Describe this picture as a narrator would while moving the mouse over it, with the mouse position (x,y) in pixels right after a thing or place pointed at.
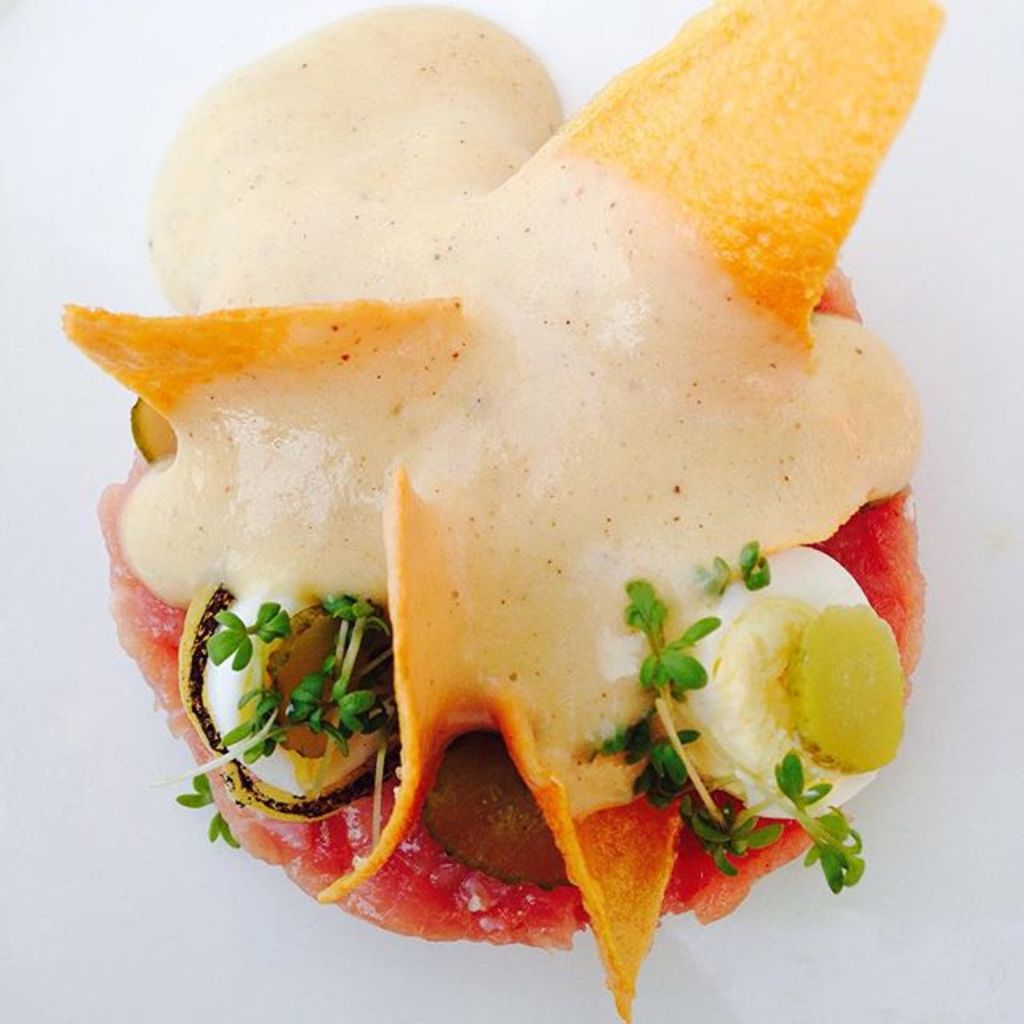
In this image I can see a food item (228,445) on a white surface (94,913). On this food (496,601) there are few leaves (734,826).
